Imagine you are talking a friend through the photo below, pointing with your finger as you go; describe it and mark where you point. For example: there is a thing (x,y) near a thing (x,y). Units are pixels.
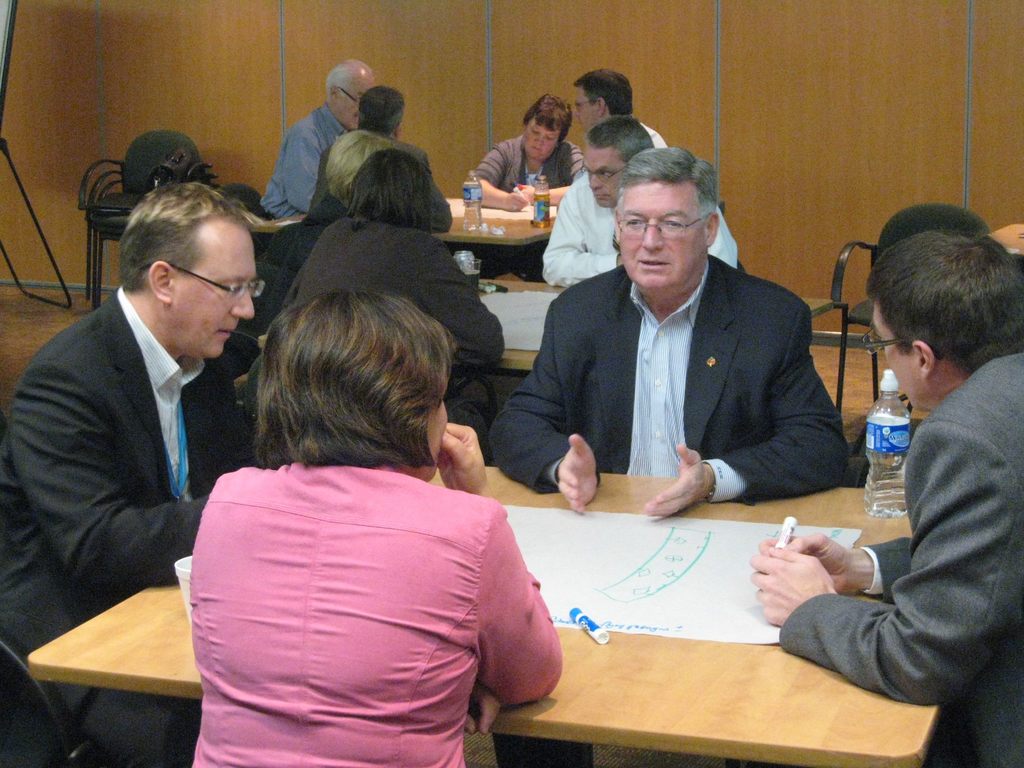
In this image there are four people (955,587) who are sitting around the table (824,724) and discussing between them. On the table (862,516) there is paper (585,590), marker (583,627) and the bottle (895,442). At the background (384,198) there are another group of people (543,138) who are sitting around the table (512,309) and talking with each other. At the left side (95,212) there is chair (114,197) and the stand (12,170). At the back side (63,67) there is a wall (152,41).
